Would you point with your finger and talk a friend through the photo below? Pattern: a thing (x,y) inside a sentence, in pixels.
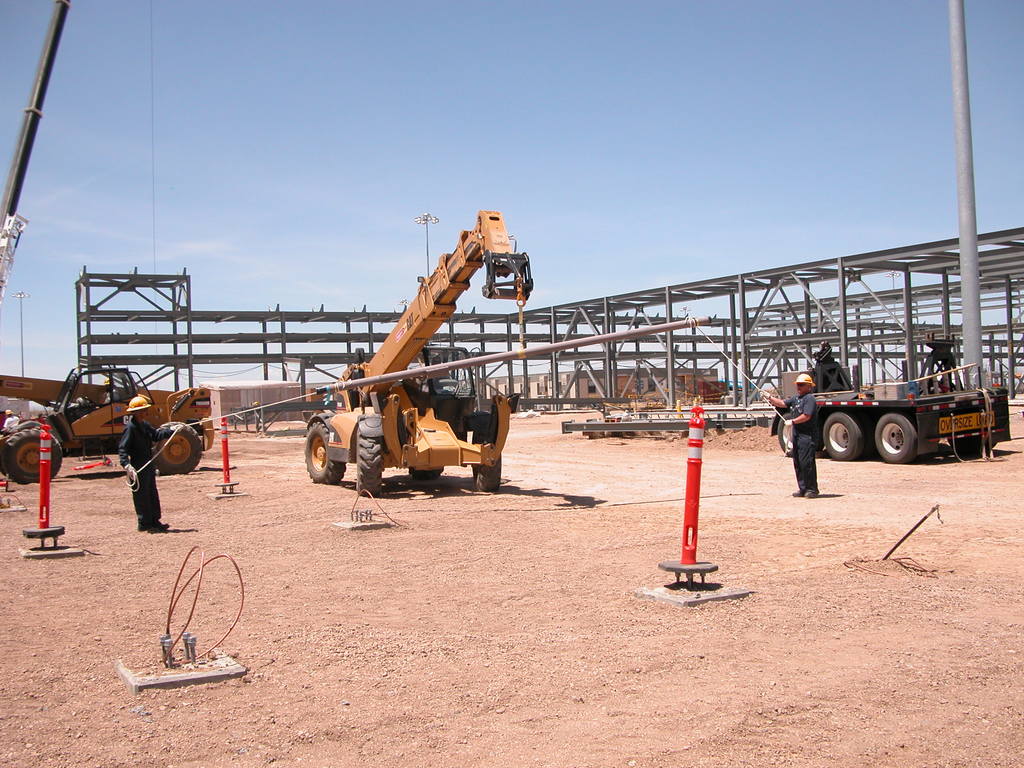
In this image we can see a group of vehicles (366,424) parked on the ground (580,468). Two persons (138,450) are standing and holding rope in their hand (176,426). In the background (948,295) we can see a iron frame (200,359), poles (971,291) and sky (459,161).
